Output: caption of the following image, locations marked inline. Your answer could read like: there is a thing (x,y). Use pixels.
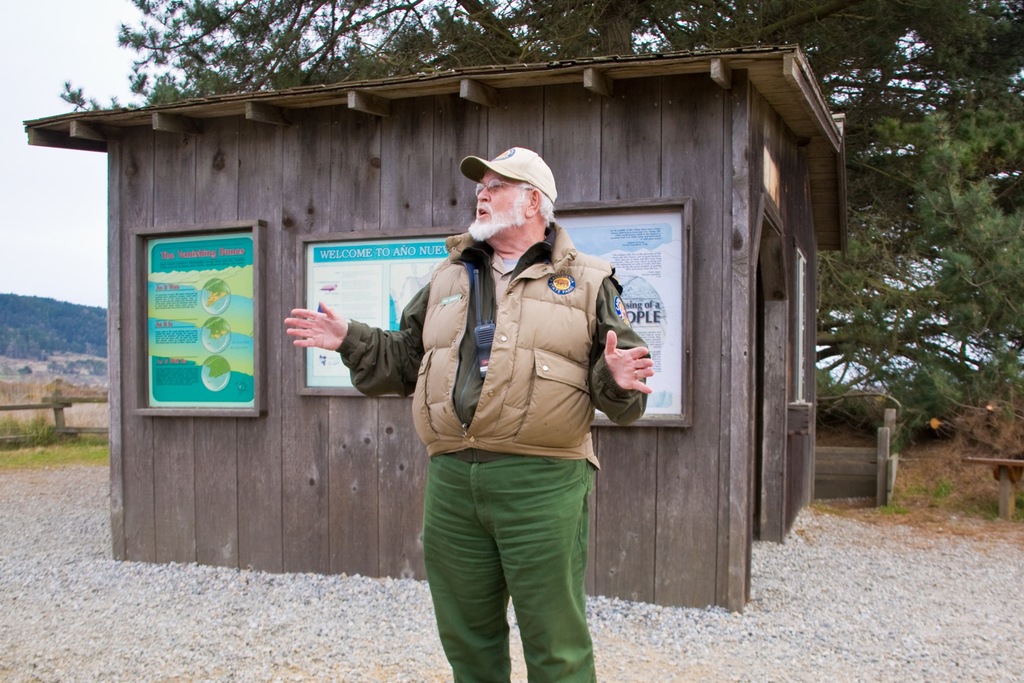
In the image there is an old man (515,316) in green dress (500,339) standing on gravel land (659,654), behind him there is a wooden home (710,384) with boards (220,309) on it, in the background (43,340) there are trees (603,40) all over the image and above its sky (72,66).
